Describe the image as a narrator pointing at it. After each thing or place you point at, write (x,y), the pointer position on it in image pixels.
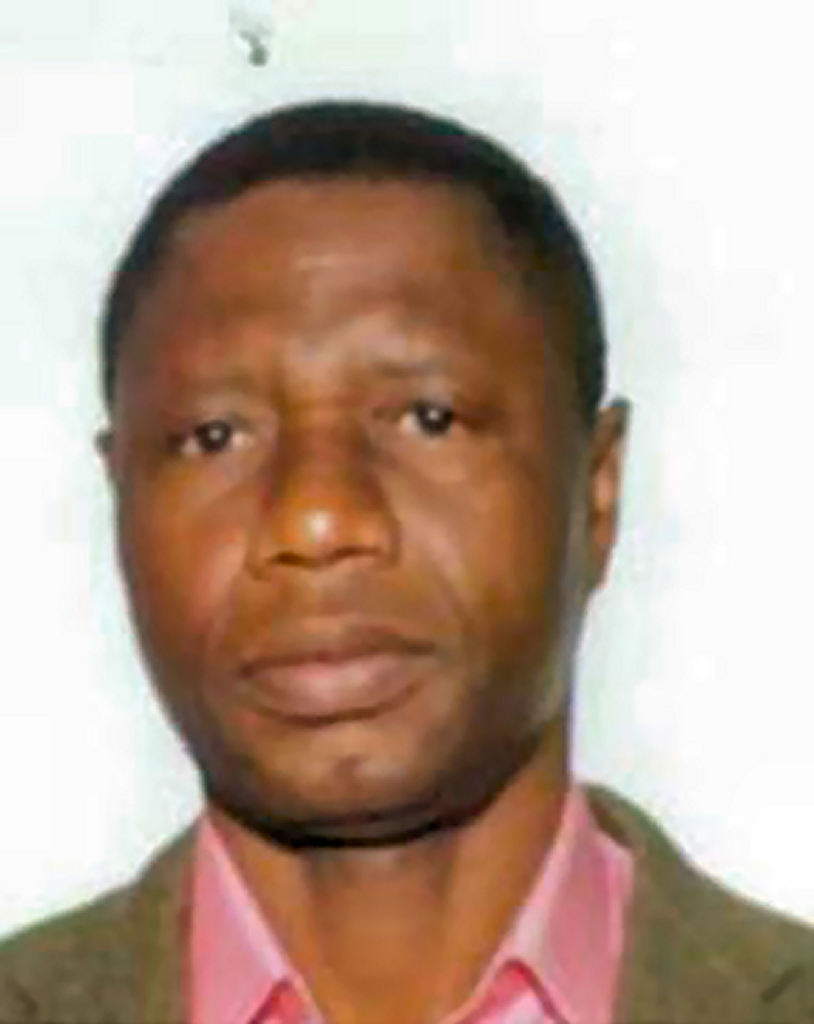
This is a photograph of a man (447,502).
